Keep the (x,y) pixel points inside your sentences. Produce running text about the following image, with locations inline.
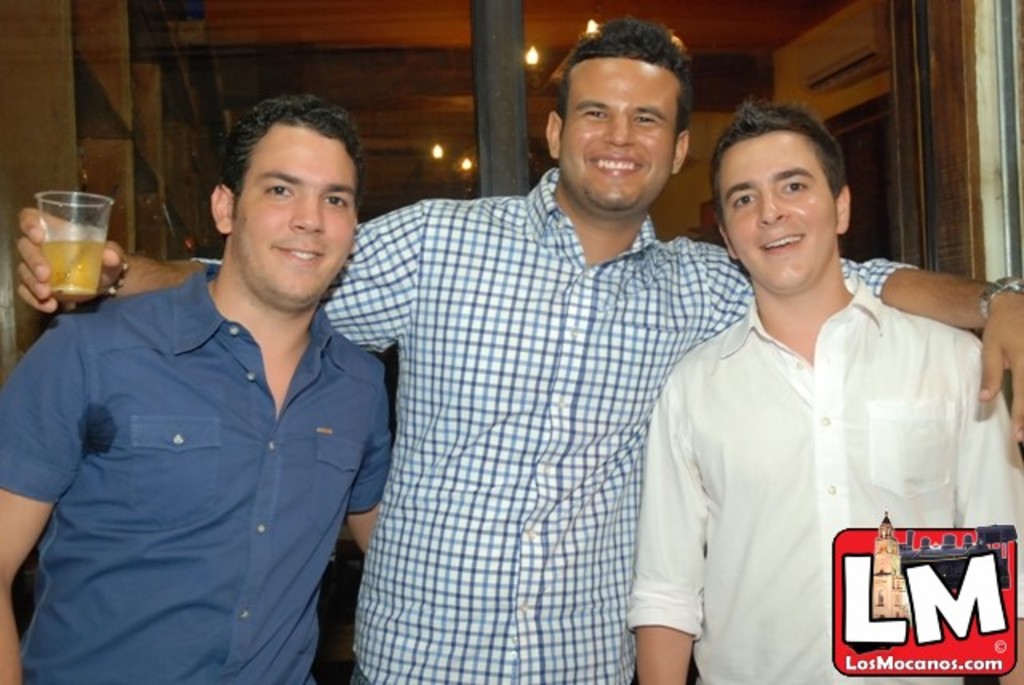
In this picture I can see there are three men (667,458) standing and they are wearing shirts (278,472), the person (439,390) at center (525,364) is holding a glass (101,242) and there is a sliding (407,156) door in the backdrop (406,137) and it has a glass (242,12) attached to the door (444,101). There are lights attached to the ceiling (251,27) and there are few shelves (138,129) at left side (109,115).
